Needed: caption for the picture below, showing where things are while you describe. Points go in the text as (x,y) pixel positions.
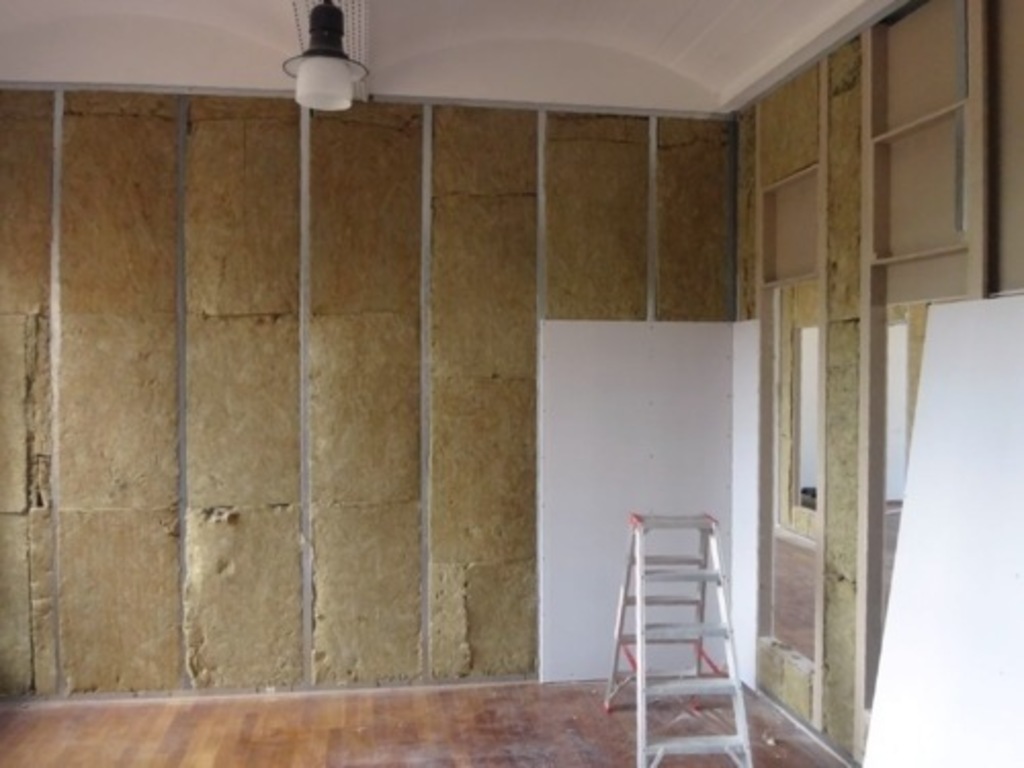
In this image I can see a ladder (667,623), a wall (375,495), some objects (325,79) attached to the ceiling (384,27). Here I can see white color boards (954,536).
